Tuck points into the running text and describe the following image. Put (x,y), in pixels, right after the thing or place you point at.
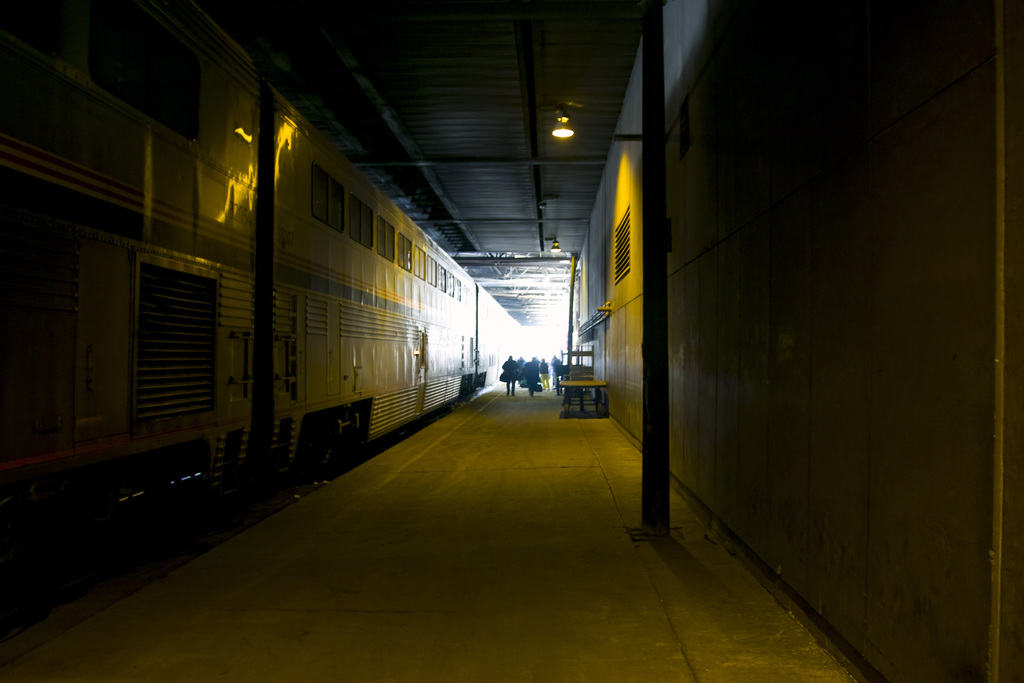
In this image we can see a group of people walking on the platform (458,446) on the left side of the image (106,451) there is a train (138,465) and on the right side of the image (685,365) there is a wall (611,398), lights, poles (660,482) and a few other objects (621,253).
